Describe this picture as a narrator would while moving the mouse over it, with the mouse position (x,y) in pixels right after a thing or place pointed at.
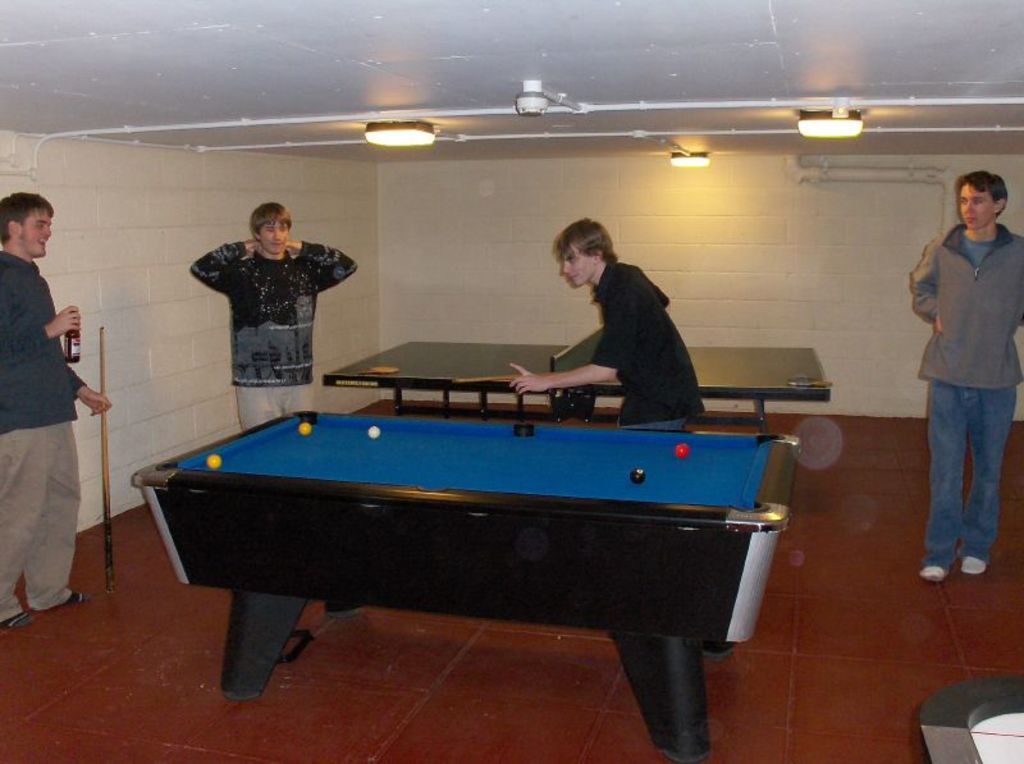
These four persons (530,381) are standing and this person (37,599) holding stick (103,430) and bottle (72,327). We can see snooker table (568,541) and table tennis (798,371) on the floor (829,536). On the top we can see lights (683,160). On the background (679,205) we can see wall (707,205).
